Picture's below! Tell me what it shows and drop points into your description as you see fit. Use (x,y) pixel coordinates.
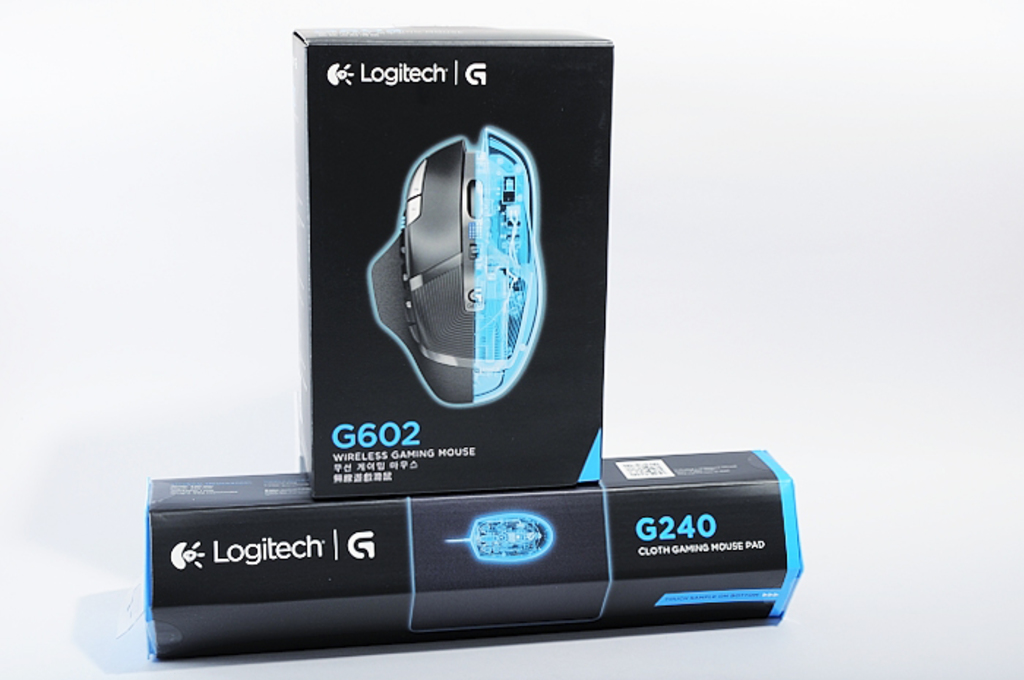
In this image there are two boxes (340,418). On the boxes (364,336) there are pictures (450,201) of a mouse (503,552), text (284,492) and numbers (687,529).
